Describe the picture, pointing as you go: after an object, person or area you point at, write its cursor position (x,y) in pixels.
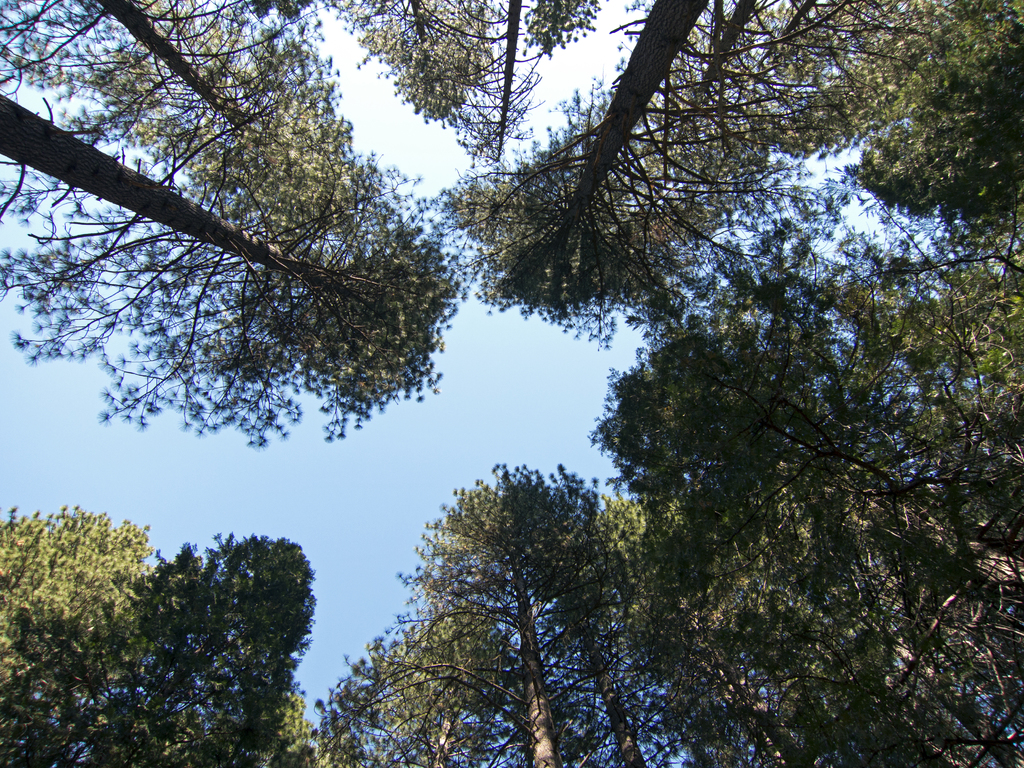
This image is taken from the bottom to the top. There are so many tall trees (252,178) in the circular manner. At the top (395,147) there is the sky (496,353).
